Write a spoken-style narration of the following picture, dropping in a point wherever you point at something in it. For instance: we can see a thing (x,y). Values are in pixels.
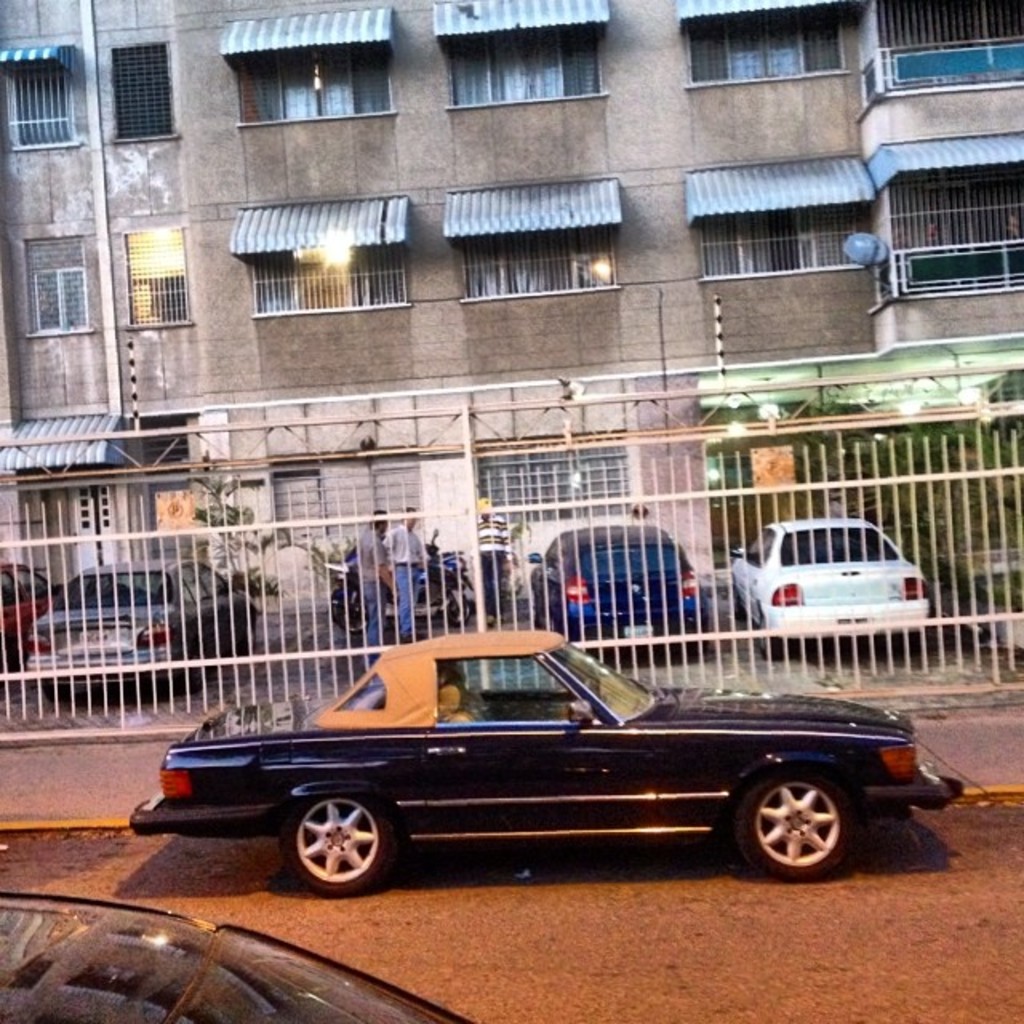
In this image we can see a building (336,194) with windows (266,270), grilles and shed (320,216). And there are vehicles (652,596) on the ground (129,802) and we can see a fence (778,490) in front of the building (456,360).
